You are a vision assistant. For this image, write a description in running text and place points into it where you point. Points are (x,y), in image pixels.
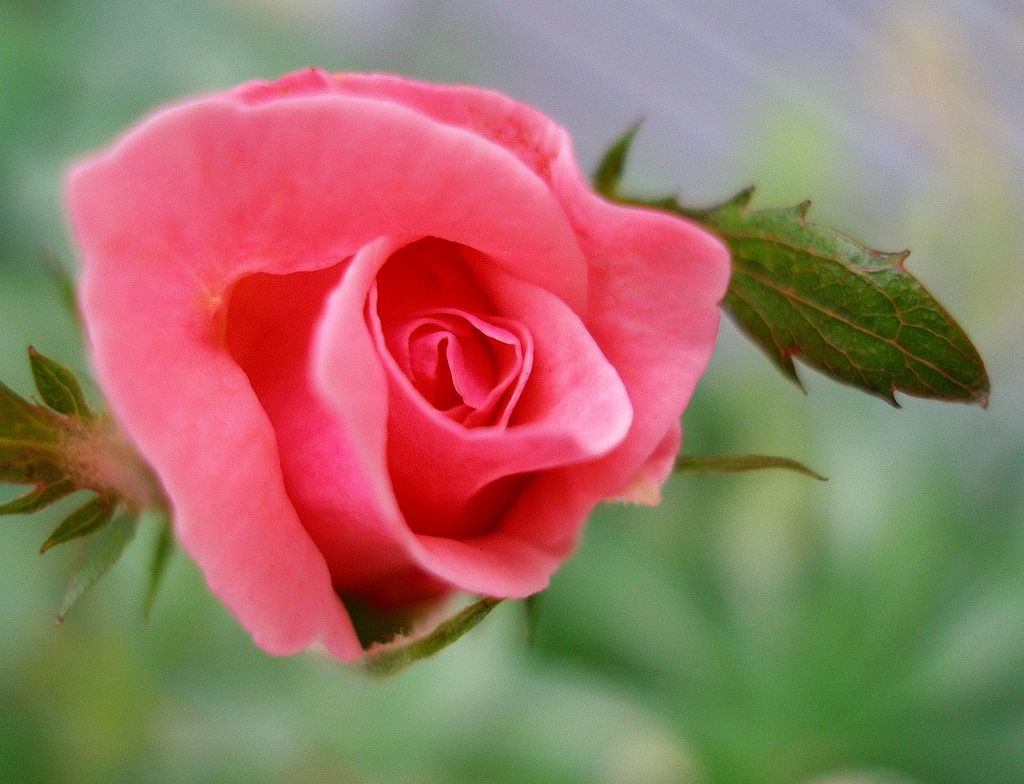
In this image I can see pink color rose (236,294) and I can see leaves (776,290) beside the rose (576,467).
